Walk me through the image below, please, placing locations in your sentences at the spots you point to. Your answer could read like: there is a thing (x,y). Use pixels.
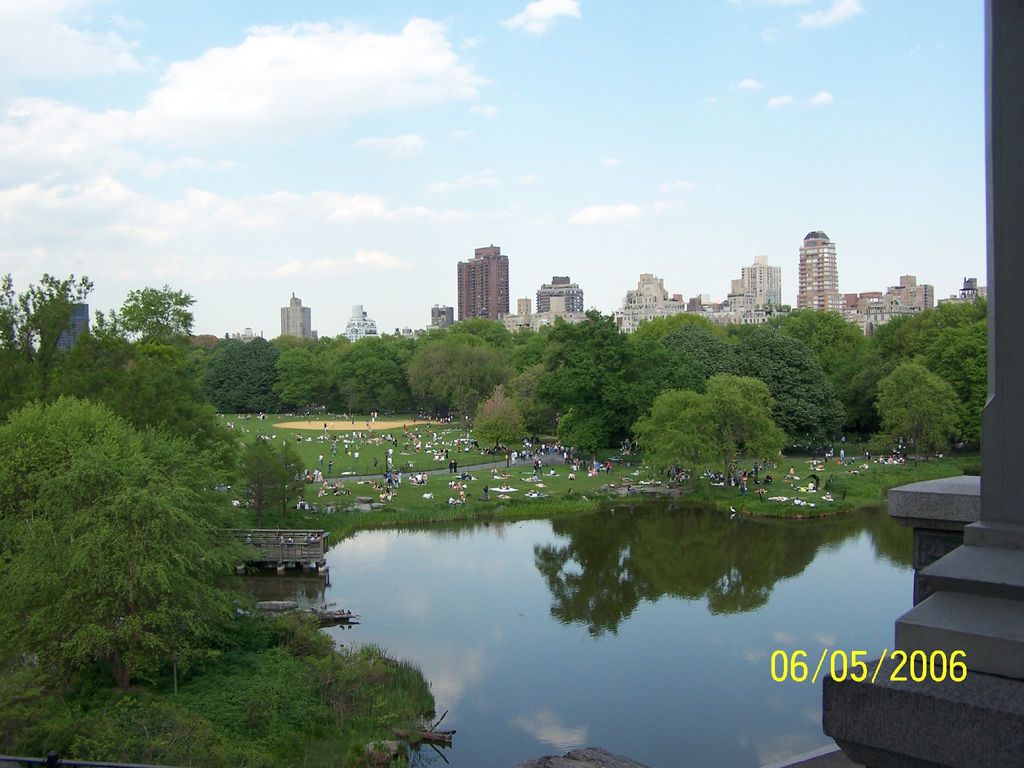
In this image we can see a lake (668,675). There is a reflection (627,574) of the sky (507,166) and trees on the water (597,653). There are many trees (367,373) in the image. There are many buildings (763,273) in the image. There is a blue and a slightly cloudy sky (466,141) in the image. There is a grassy land (420,498) in the image. There are many people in the image.
